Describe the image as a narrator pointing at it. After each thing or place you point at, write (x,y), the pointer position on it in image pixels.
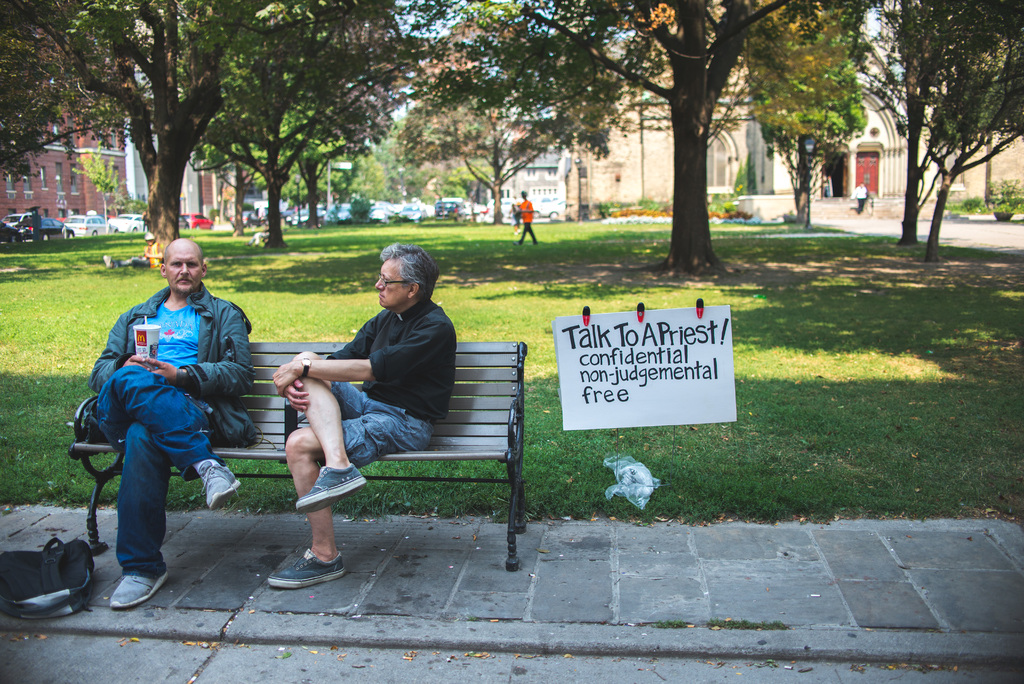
In this image there is a bench (507,407) on that bench (440,431) two people (358,427) are sitting. In the middle (620,394) there is a white paper board (659,377) with some written text (645,350) on it. To the left (73,577) there is a bag (52,574) on the ground (64,626). To the left (127,483) there is a man (202,395) sitting on bench (252,453) and holding a cup (151,353). In the back ground (608,164) there are many trees (471,113), people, vehicles (128,220), buildings (189,180), plants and grass (302,272).
